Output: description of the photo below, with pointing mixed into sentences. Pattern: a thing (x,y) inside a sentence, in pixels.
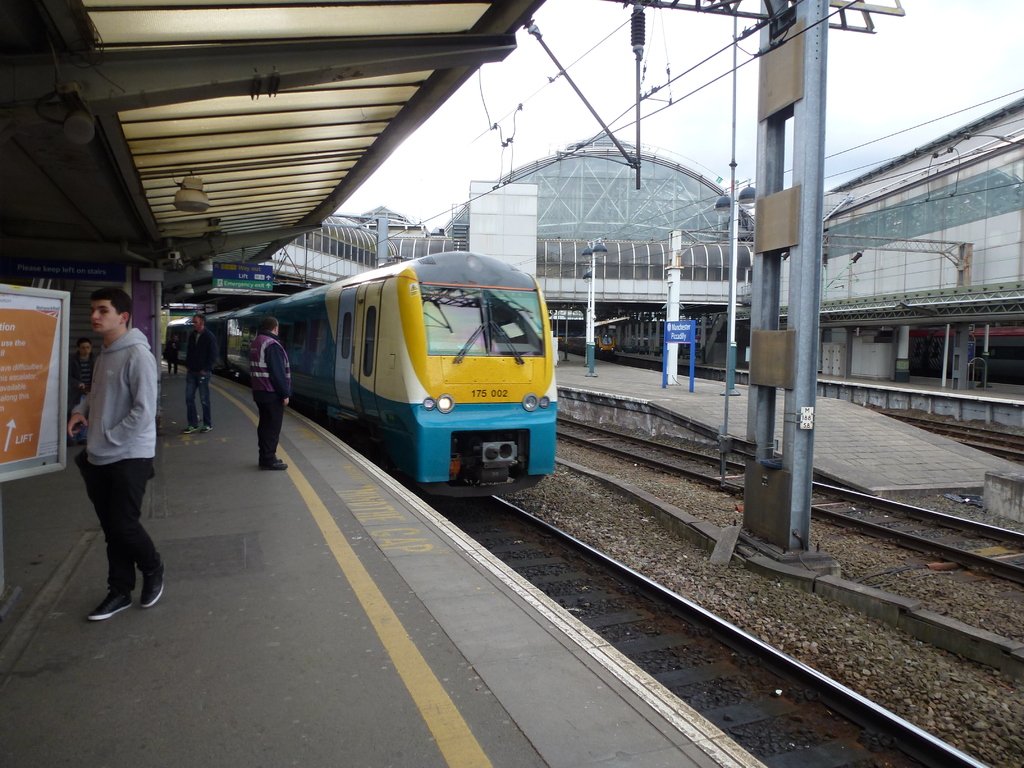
This is an inside view of a train station (648,470) with a train (459,428) on the tracks (551,551), beside the train (377,370) on the platform (173,396) there are a few people (196,319) standing, on the other side of the train (514,433) there are electric poles (673,310) with cables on top of it.
